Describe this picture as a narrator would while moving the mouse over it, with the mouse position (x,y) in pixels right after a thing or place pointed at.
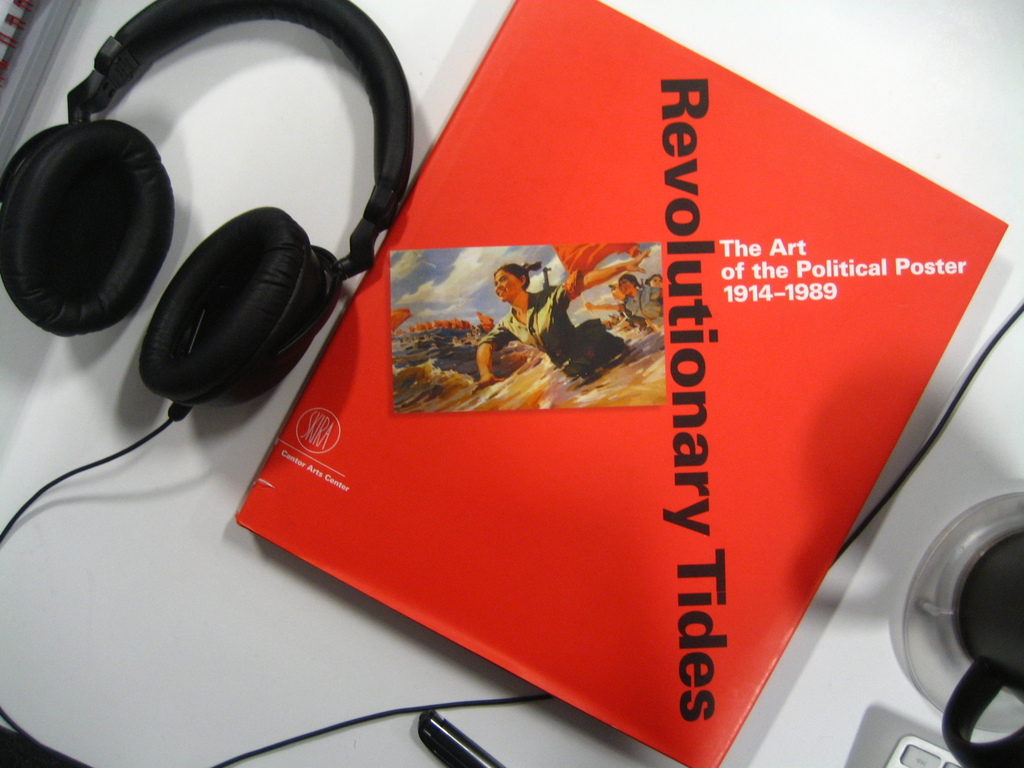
In this image, I can see a black color headset (129,167), a book (551,590), pen (459,761) are placed on the table (920,98). This looks like a cup (983,648), which is black in color.
